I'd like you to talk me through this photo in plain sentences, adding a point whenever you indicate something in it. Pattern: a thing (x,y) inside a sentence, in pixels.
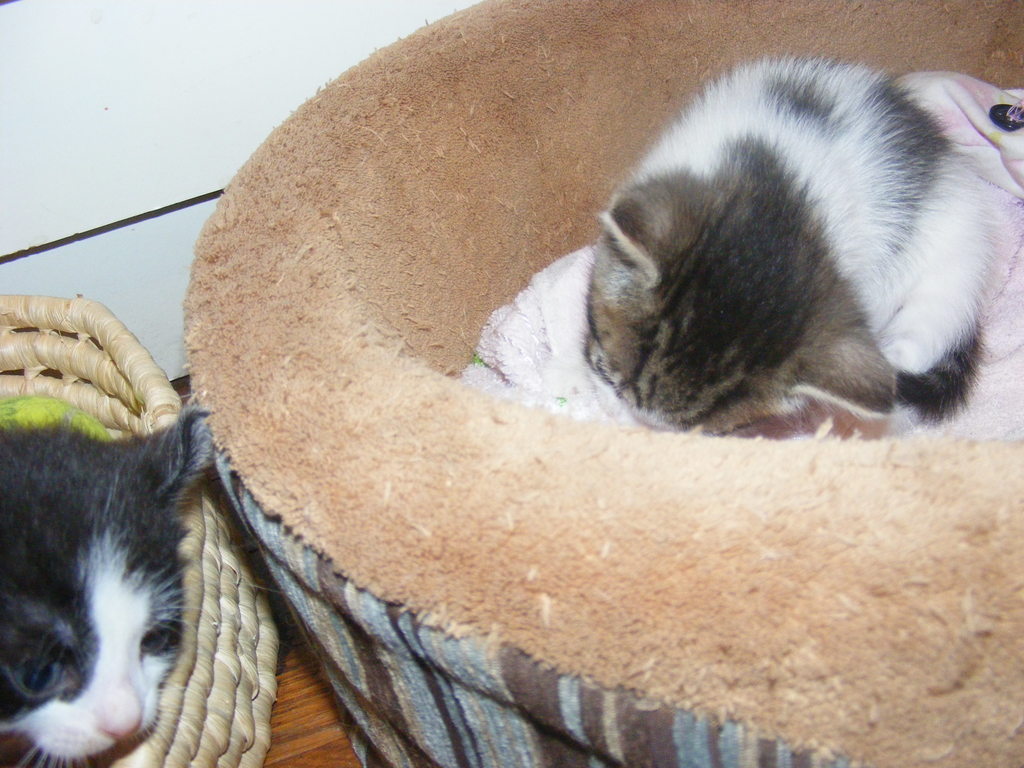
In this image we can see two cats (77,634) in pet beds (395,490) and in the background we can see the wall (109,68).
